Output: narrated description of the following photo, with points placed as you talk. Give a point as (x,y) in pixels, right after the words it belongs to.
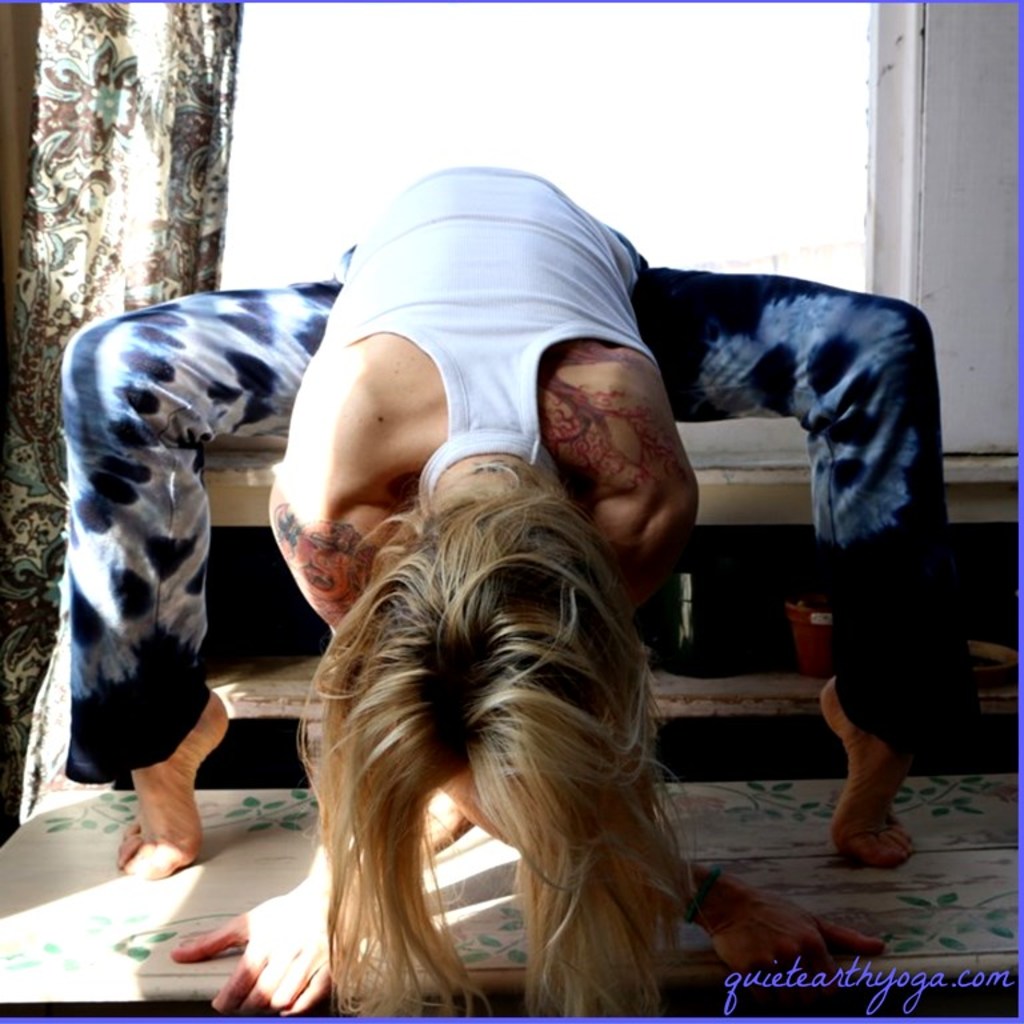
In the middle of the image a person (416,299) is doing a yoga pose. Behind the person (283,310) there is wall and curtain (166,38).
